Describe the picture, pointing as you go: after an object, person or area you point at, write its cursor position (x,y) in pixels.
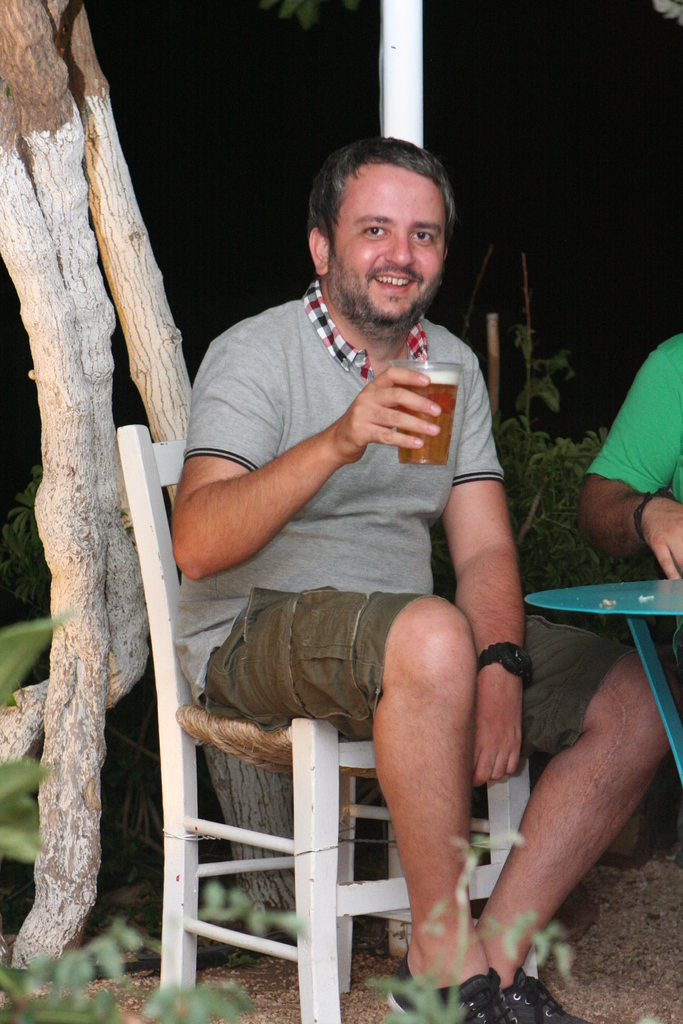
There is a man (303,545) at the given picture, sitting in a chair (330,837), holding a glass (433,398) with a drink (422,394) in it. He's smiling. In front of him there is a table (616,608). In the background (123,270) there is a tree (102,190) and a pole (413,71) here.
